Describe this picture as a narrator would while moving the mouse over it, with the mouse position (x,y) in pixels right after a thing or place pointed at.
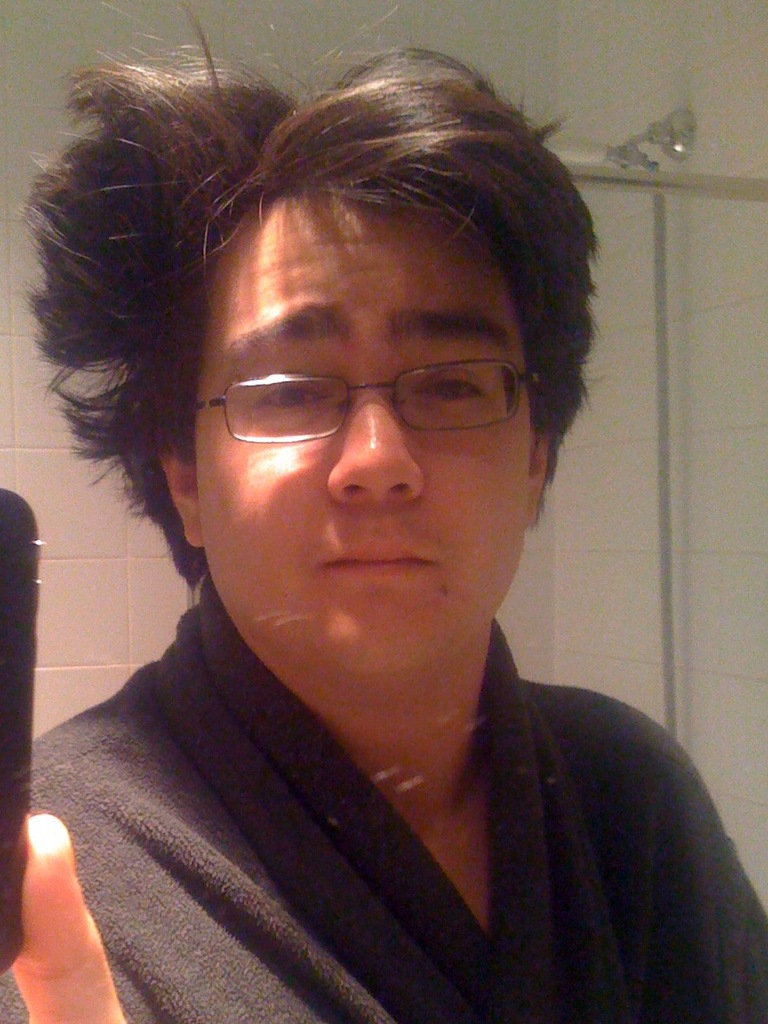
In the image I can see a guy (279,756) wearing black dress (644,981) and spectacles (308,398).
